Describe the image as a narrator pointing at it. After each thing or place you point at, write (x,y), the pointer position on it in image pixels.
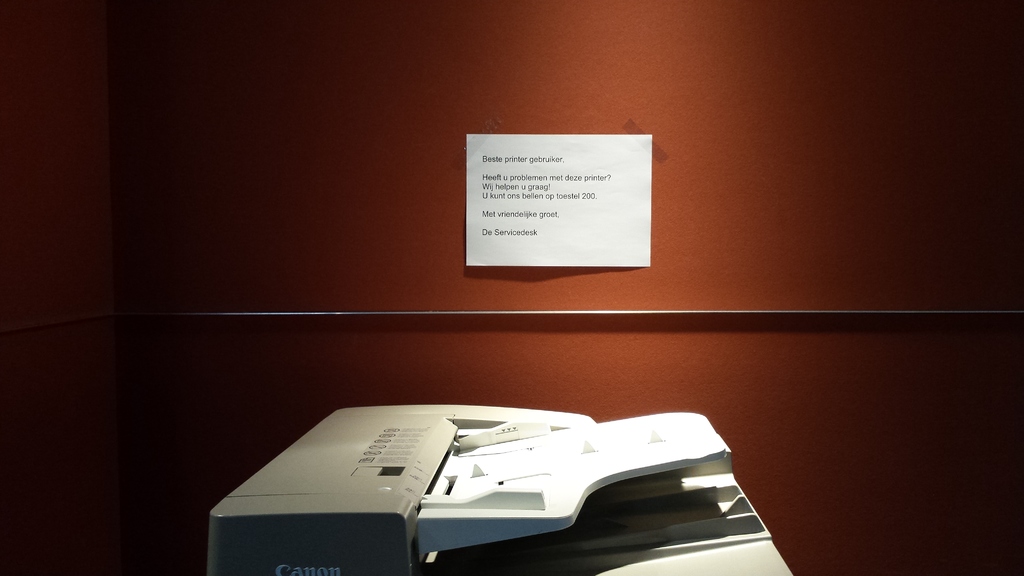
In the center of the image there is a xerox machine (479,480). In the background of the image (406,285) there is a wall (435,288). There is a paper (467,207) with some text (533,189) on the wall (475,131).
